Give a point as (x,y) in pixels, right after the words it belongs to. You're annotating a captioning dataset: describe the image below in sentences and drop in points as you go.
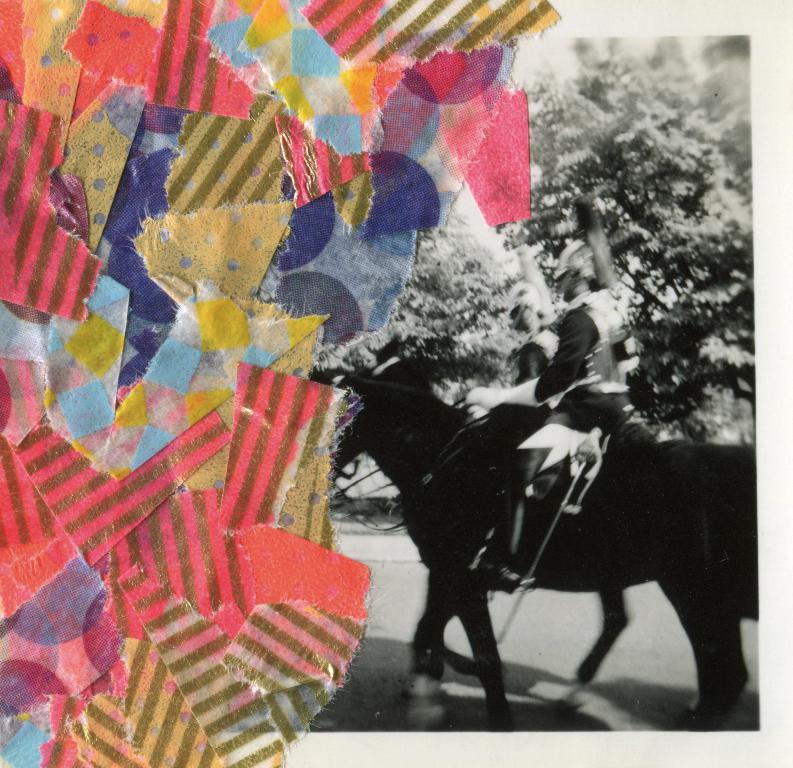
In this image I can see a person (541,477) riding on horse (681,491) visible on right side (542,454) and I can see trees (716,101) beside the person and I can see colorful paper (114,293) visible on the left side (167,637).
